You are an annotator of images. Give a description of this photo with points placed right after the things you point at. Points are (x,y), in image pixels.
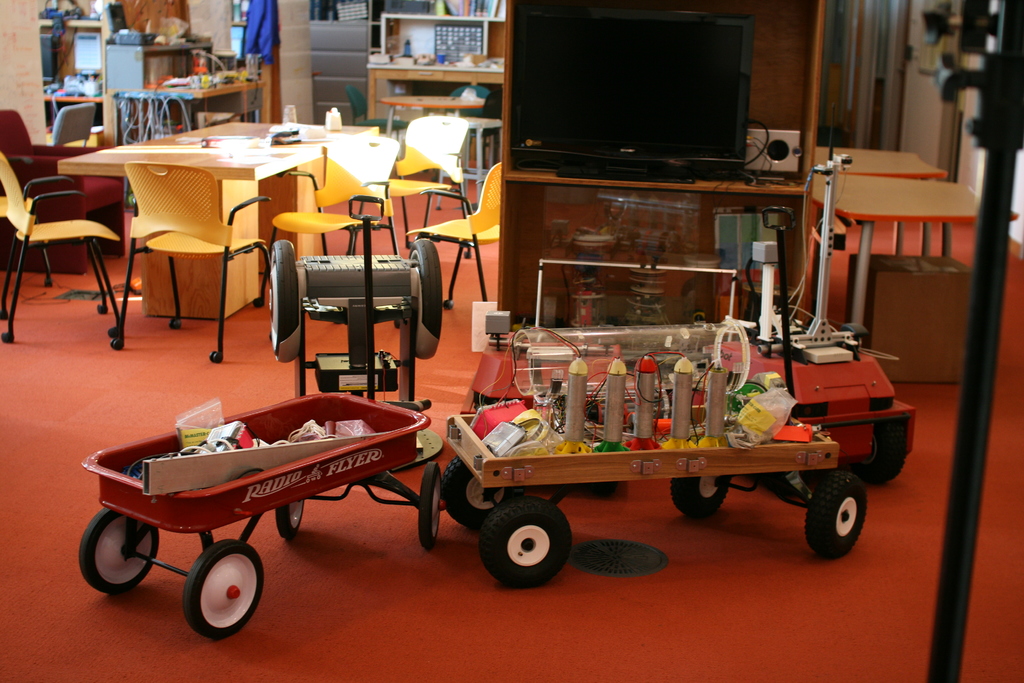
In this image i can see 2 trolleys (360,457) with few objects (600,416) in them. In the background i can see a television screen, few chairs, a table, few clothes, few books (448,11) in the shelf (406,16), few monitors (100,41), the wall (923,117) and few other objects (901,277).
